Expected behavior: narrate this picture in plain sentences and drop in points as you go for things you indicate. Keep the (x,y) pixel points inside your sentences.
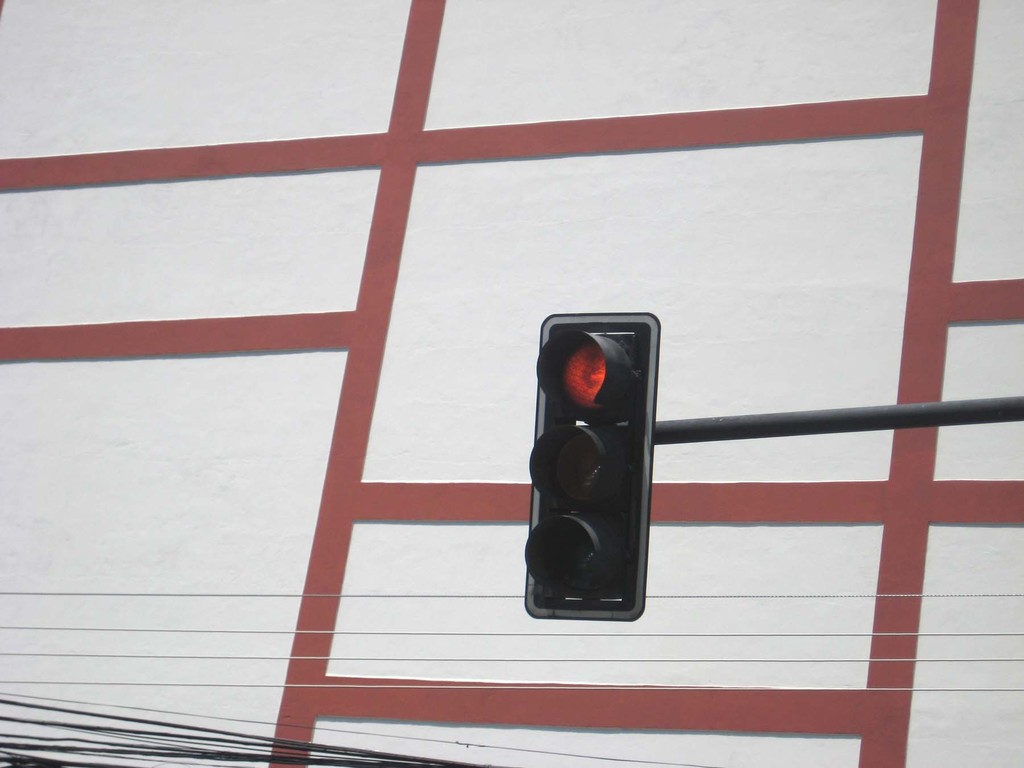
In this picture we can see traffic lights (622,398) and a metal rod (893,407) in the middle (616,419), there are some wires (264,658) at the bottom (259,646), it looks like a wall (412,204) in the background (417,199).
